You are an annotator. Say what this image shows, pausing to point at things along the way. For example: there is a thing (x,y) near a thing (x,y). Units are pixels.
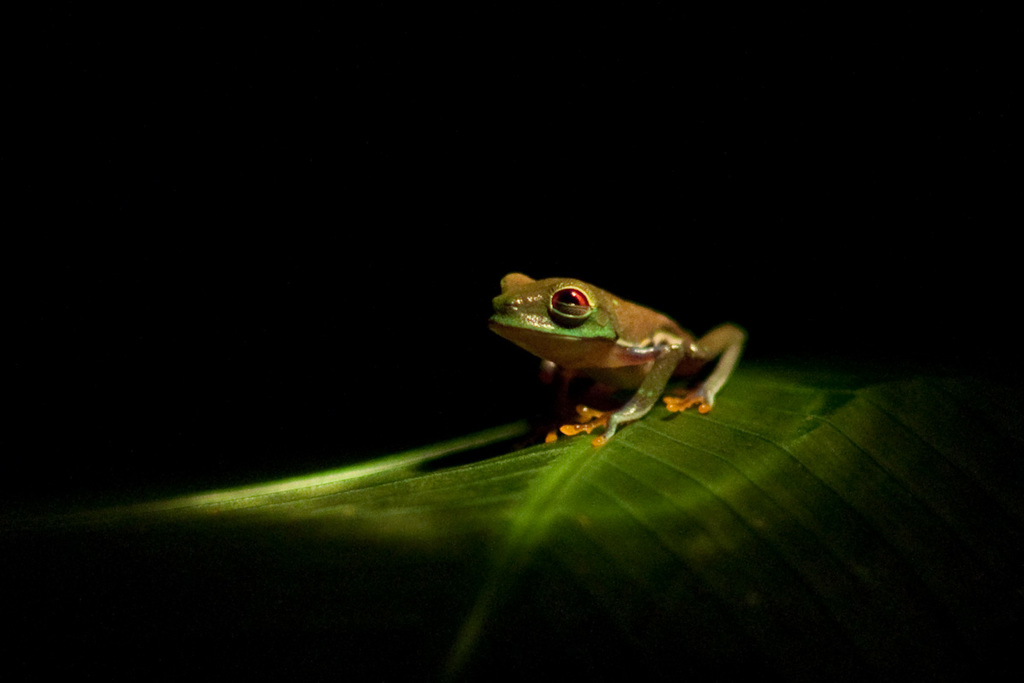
In this image we can see a frog (622,360) on a leaf (713,494). There is a black background (286,317).
